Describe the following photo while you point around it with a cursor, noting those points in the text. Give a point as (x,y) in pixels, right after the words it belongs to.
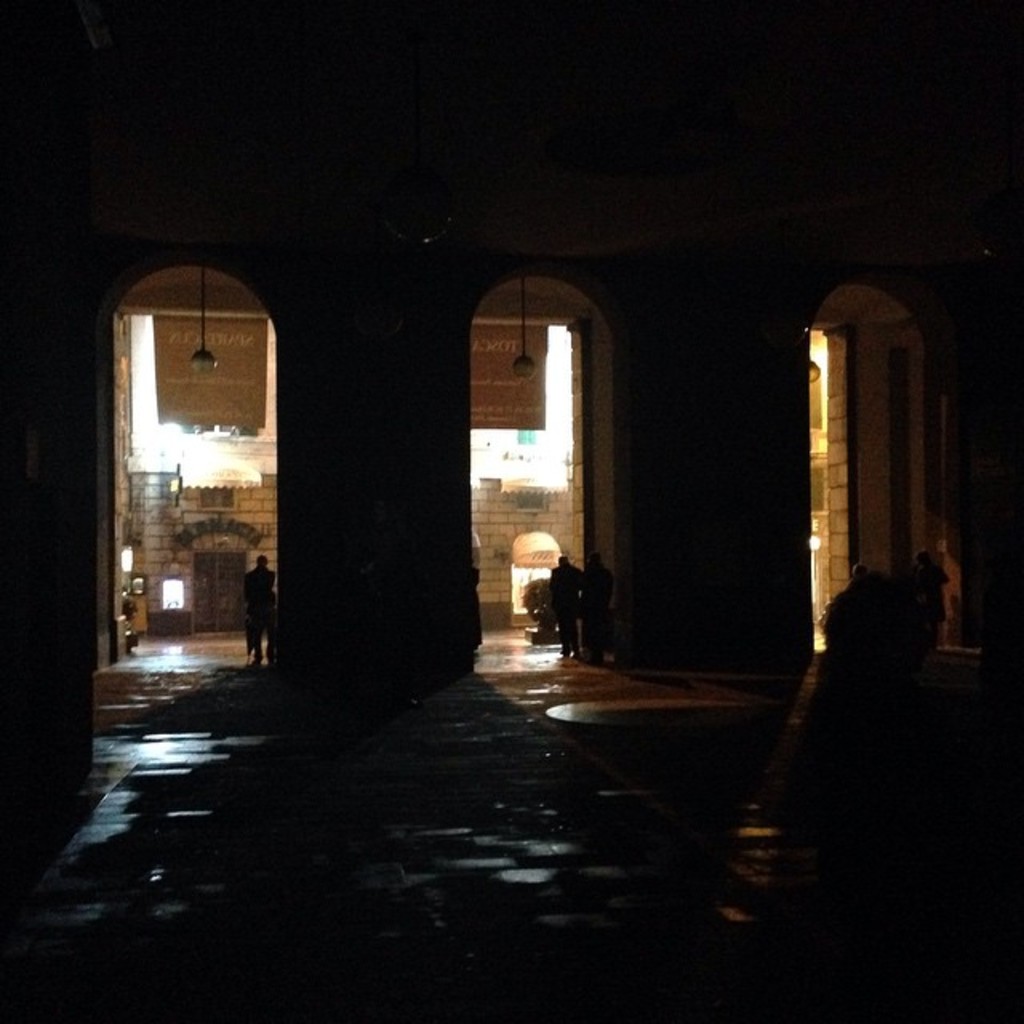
In the image we can see a building (230,528), in the building (566,553) we can see some persons (261,562).
